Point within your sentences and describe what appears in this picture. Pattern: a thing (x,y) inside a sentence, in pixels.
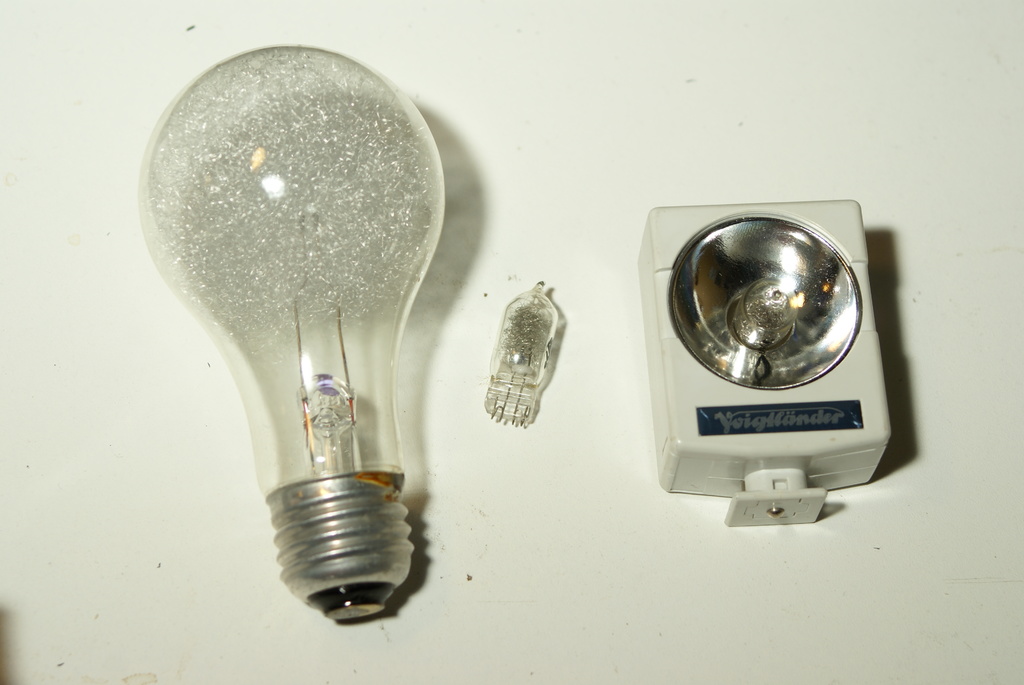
This image consists of three bulbs (202,138) may be kept on the table (487,335). This image is taken may be in a room (125,380).
